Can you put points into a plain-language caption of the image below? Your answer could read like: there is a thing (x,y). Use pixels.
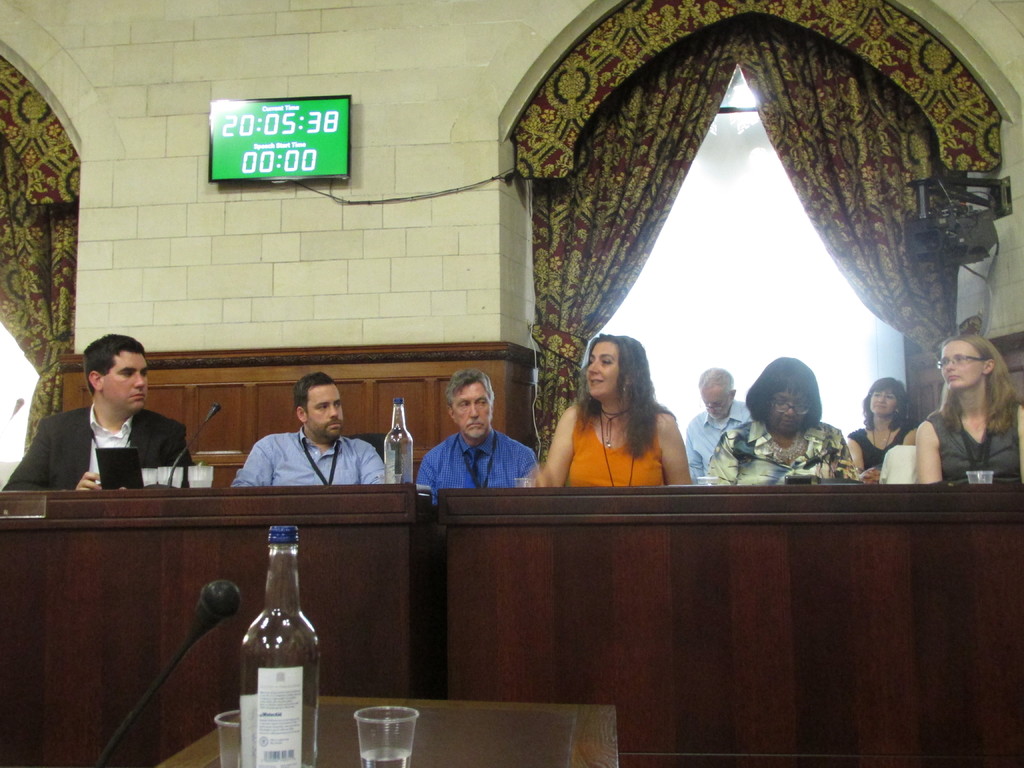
In this picture I can see few people (491,440) seated and I can see a laptop (126,477) and few glasses (187,471) and a water bottle (405,455) on the tables (1013,626) and I can see curtains (606,248) and a television (307,159) displaying time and I can see another table (429,756) with couple of glasses (401,751) and a bottle (264,684) on it and I can see a man (696,419) seated on the back (748,416).
